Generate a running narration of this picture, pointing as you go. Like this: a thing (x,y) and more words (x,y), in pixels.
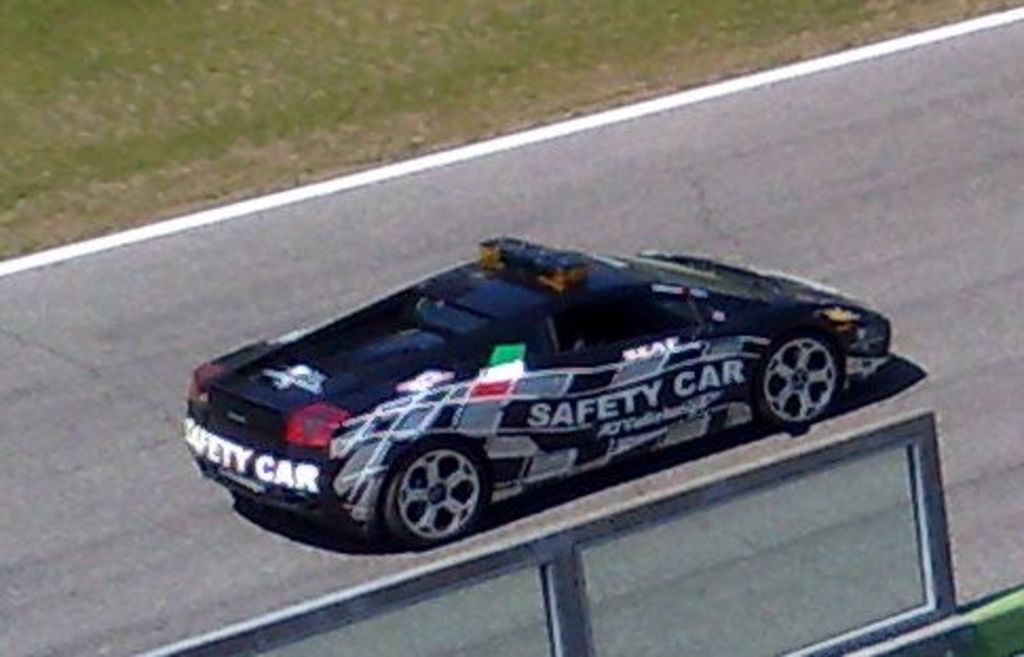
In this image we can see car (480,403) on the road (869,67). At the top (708,47) there is a grass (203,121).
